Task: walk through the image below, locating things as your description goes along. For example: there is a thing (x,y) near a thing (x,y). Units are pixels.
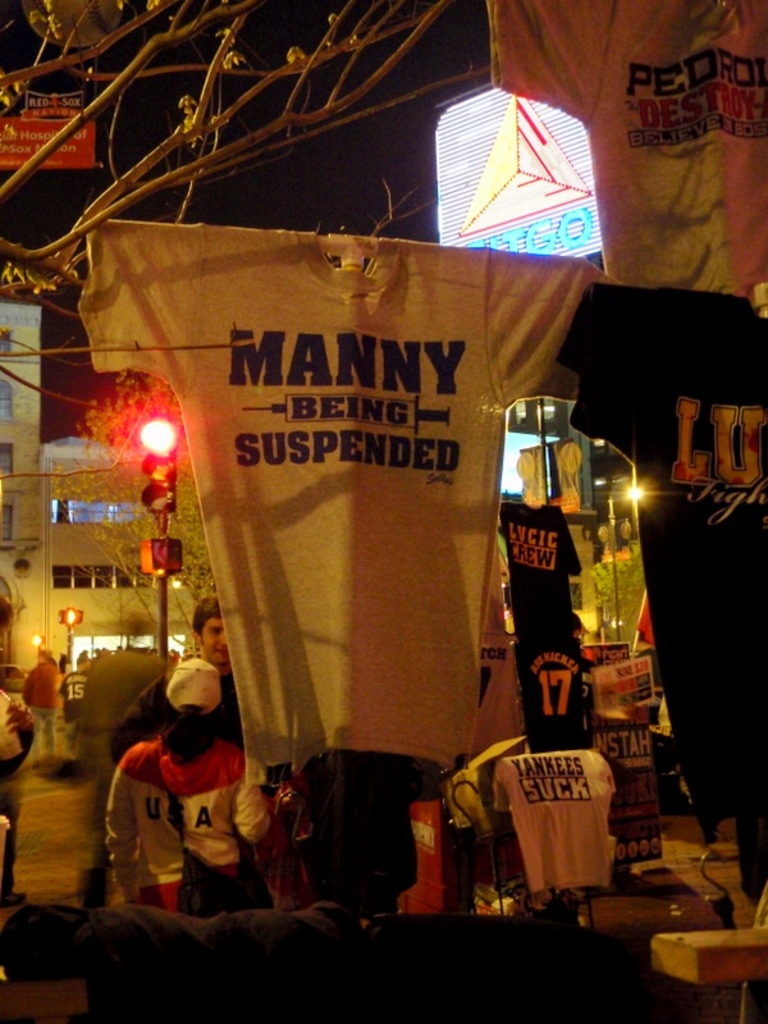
This picture describes about group of people (239,726), and we can see few T-shirts (465,520), in the background (158,401) we can find few traffic lights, trees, poles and buildings (99,563).
